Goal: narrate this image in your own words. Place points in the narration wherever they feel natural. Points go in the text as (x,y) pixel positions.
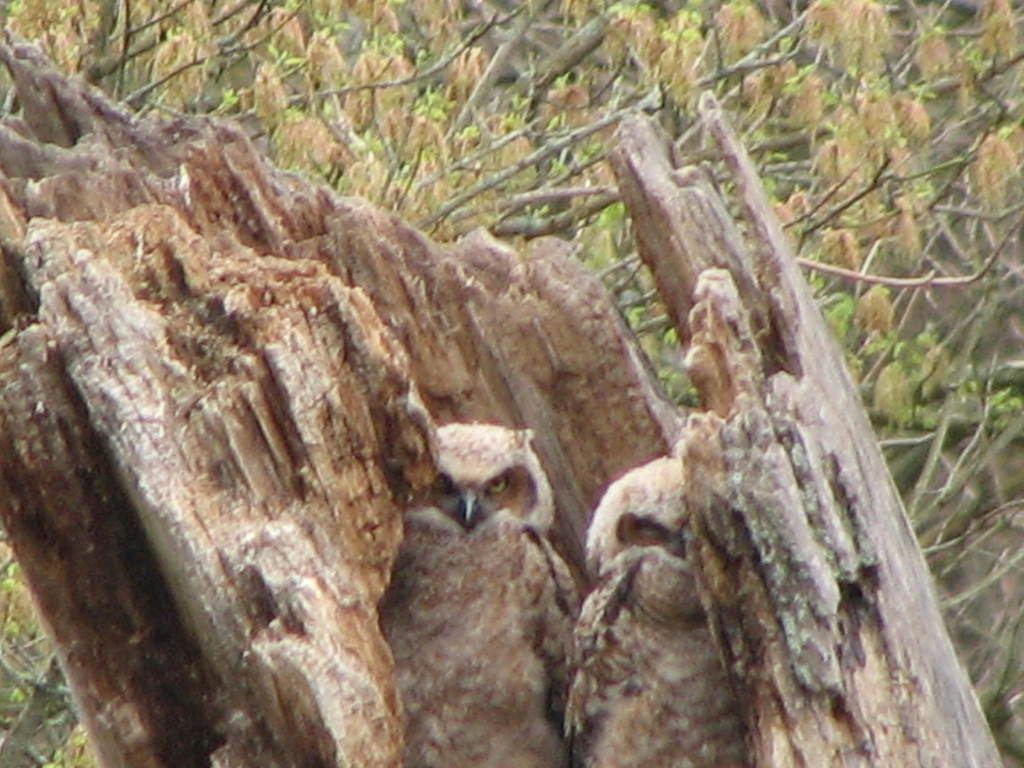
In the image inside the tree trunk (933,619) there are owls (491,496). Behind them there are branches (553,63) with leaves (436,164).
